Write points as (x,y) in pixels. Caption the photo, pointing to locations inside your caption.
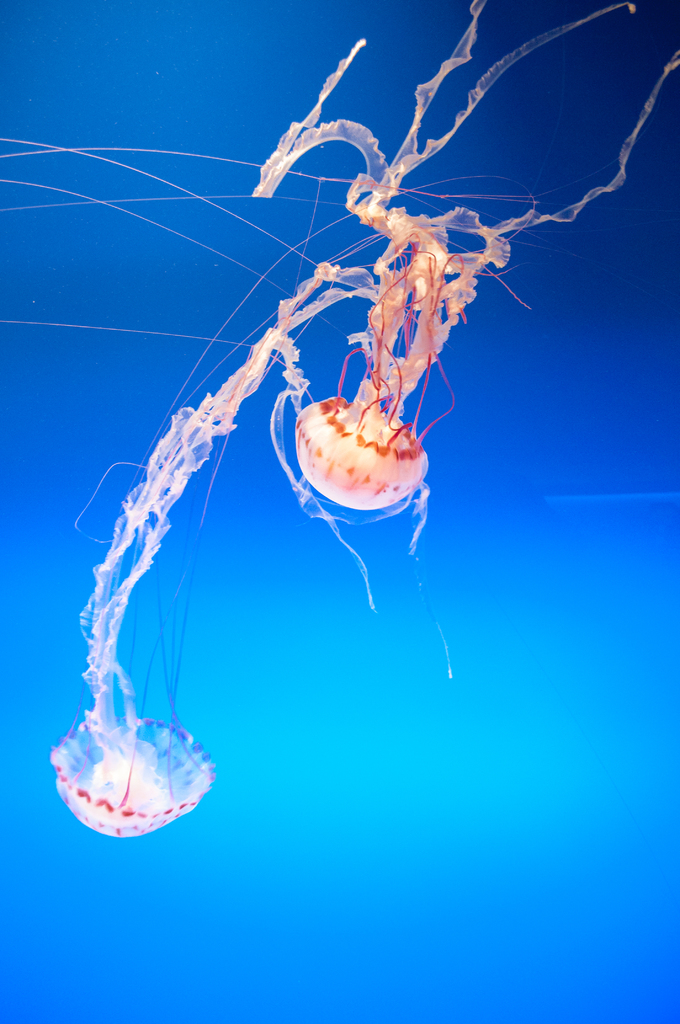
Background (33,257) portion of the picture is in blue color. In this picture we can see the jellyfish (364,479).
